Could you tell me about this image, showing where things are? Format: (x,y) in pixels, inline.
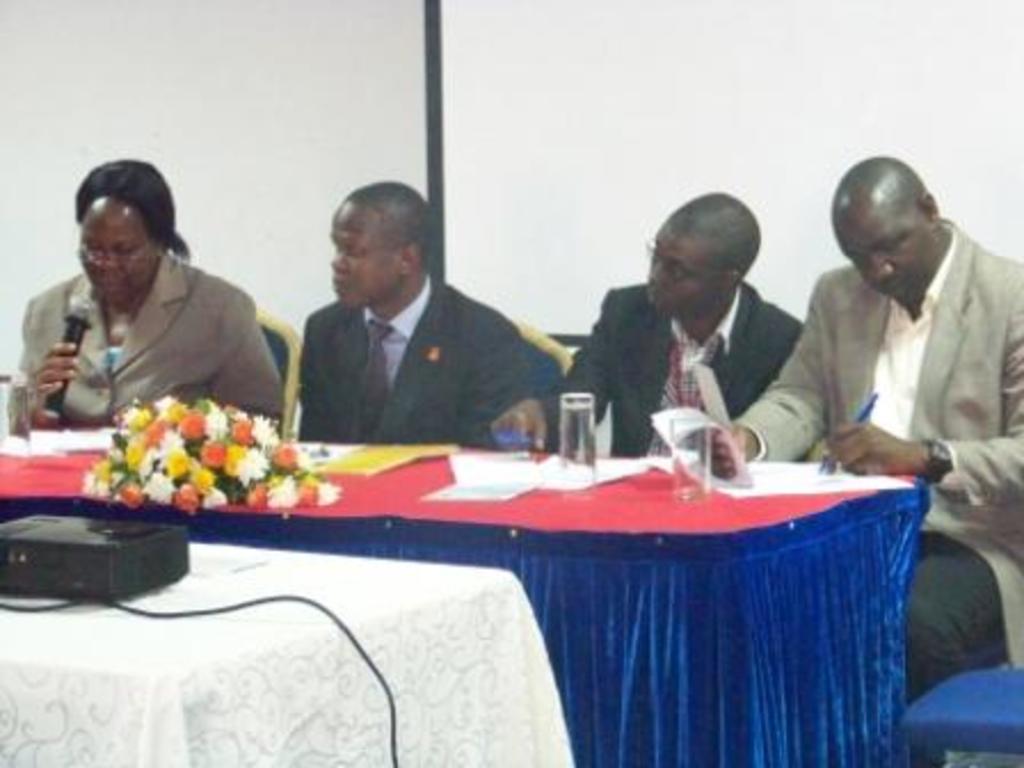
In this picture we can see four persons (653,395) sitting on chairs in front of a table (692,546), there are some flowers (191,485), glasses (582,467), papers (473,462) present on the table (557,507), a woman (190,372) on the left side (169,335) is holding a microphone (70,341), we can see another table (181,682) in the front (192,719), there is a projector (86,595) and a cloth (291,665) on the table (280,671), in the background (255,285) there is a wall (333,74) and a projector screen (460,112).
